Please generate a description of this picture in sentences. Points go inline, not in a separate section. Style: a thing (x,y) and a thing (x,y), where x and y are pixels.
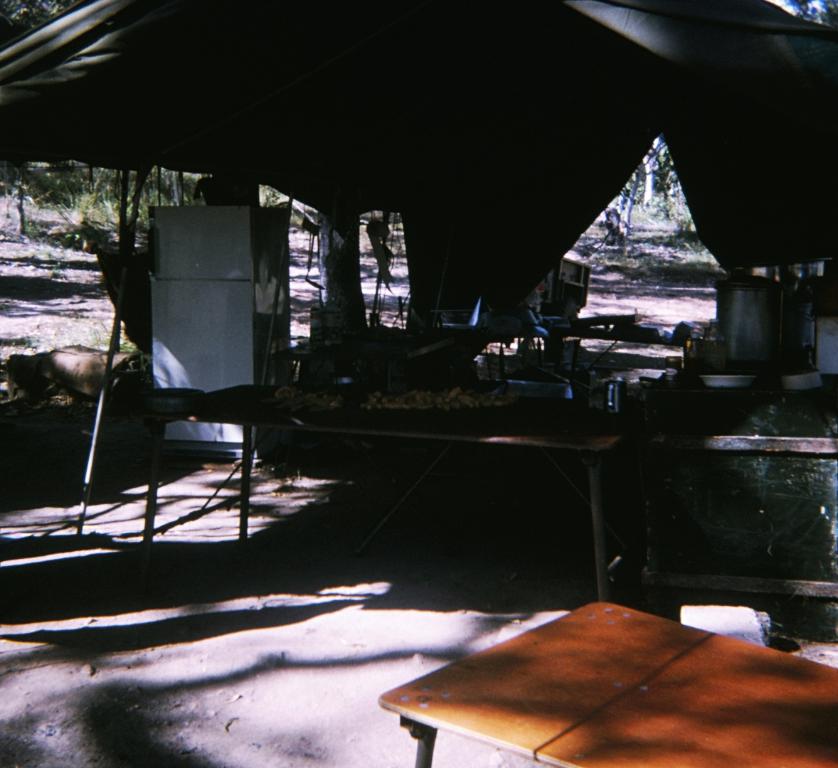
In this image we can see a tent (348,189). Under the tent (359,191) we can see group of objects (551,363) and there are few objects (470,404) on the tables (458,414). Behind the tent (24,147) we can see the trees (330,266). In the bottom right (662,696) we can see a table (573,716).
